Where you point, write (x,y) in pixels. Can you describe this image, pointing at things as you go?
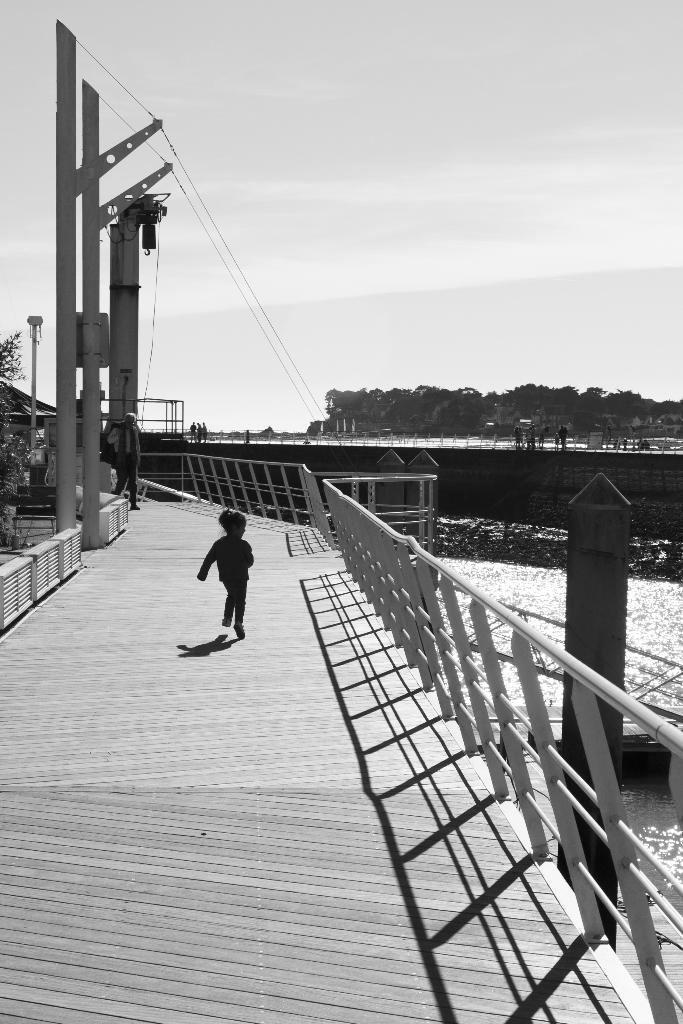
In this picture there is a kid (242,631) running on the bridge (252,625) and there is a fence (403,576) beside him and there is water (644,796) under it and there is another bridge (566,468) in the right corner (571,478) and there are trees (481,400) in the background (430,403).
